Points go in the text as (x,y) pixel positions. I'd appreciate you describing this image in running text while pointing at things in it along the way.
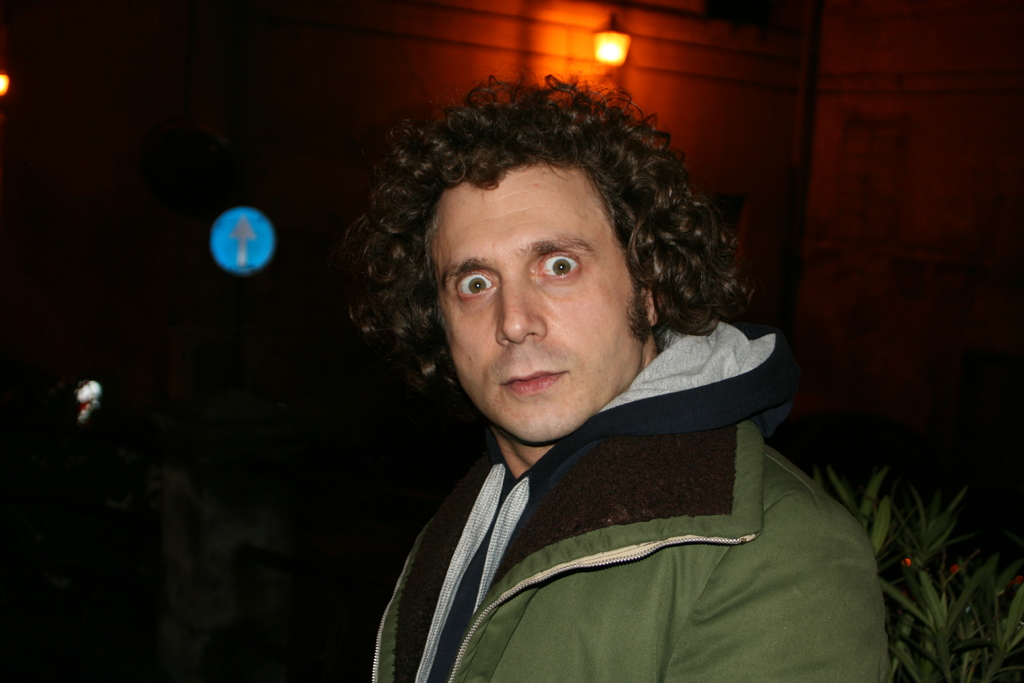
In this image we can see a person (502,265), plant (1001,637) and in the background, we can see the light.
